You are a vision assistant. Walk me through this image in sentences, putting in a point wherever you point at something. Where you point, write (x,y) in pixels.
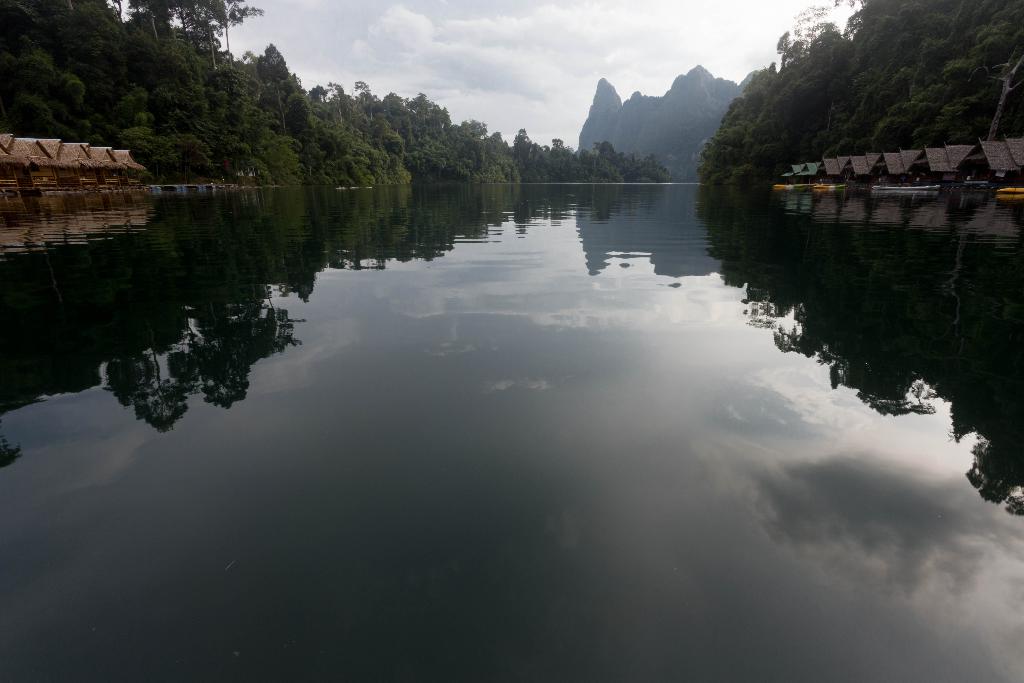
In this image, I can see water (185,205). On the left (77,174) and right side of the image (859,175), I can see the houses (120,176) and trees (842,117). In the background (691,154), there is a hill (662,127) and I can see the sky (576,95).
